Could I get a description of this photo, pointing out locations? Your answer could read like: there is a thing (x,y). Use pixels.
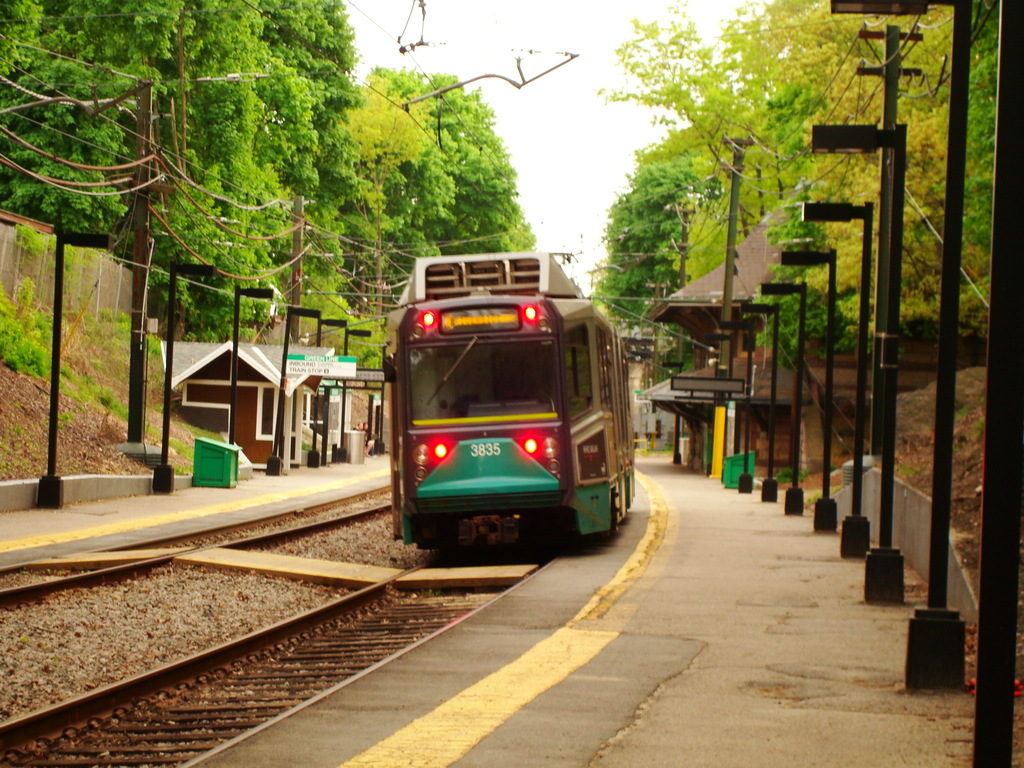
In this image, we can see a train (539,422) in between poles (940,475). There are some trees (462,216) in the top left (229,60) and in the top right of the image (878,84). There is a sky (582,59) at the top of the image (582,58).
